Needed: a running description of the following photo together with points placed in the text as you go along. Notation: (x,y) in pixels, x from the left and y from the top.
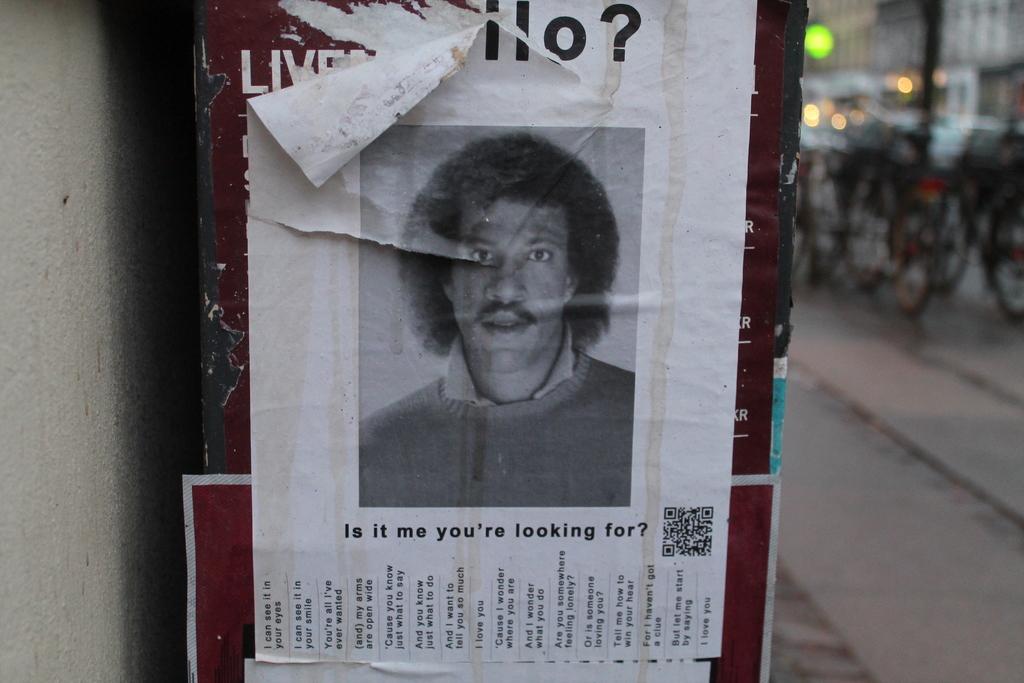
In this image in the center (664,303) there is one poster (286,410), and on the poster (530,275) there is some text (559,528) and in the background (851,250) there are some bicycles (857,163), lights (818,34) and some buildings (982,48). On the left side (79,259) there is a wall (150,435), and at the bottom (814,525) there is a walkway (822,583).
